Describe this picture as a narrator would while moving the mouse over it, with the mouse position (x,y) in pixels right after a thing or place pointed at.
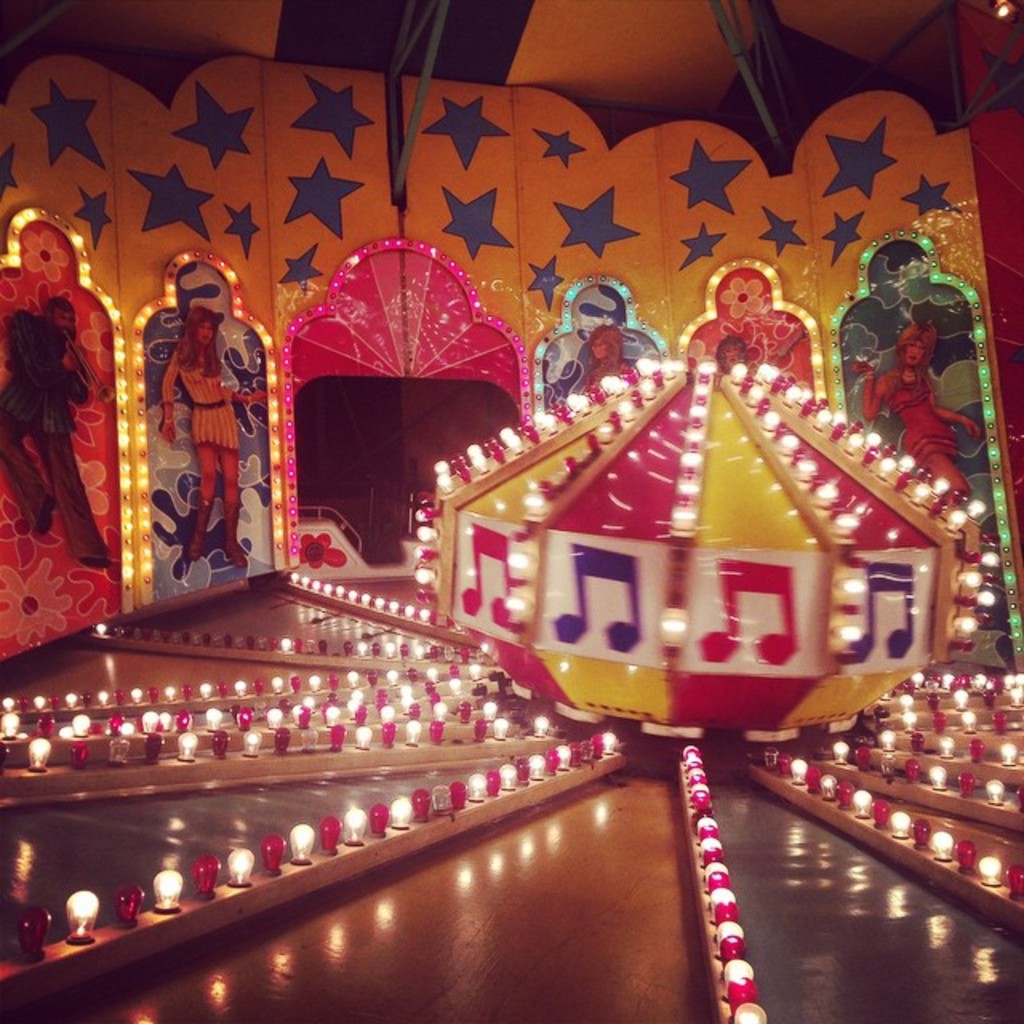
In this image there are lights (503,764), behind the lights (551,764) there is an object (667,514) decorated with lights (699,443), behind that the wall (178,246) is decorated with stars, lights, pictures (566,373) of few people (615,350) and there is an entrance (418,402), in that we can see the metal rod fence (352,529), at the top of the image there are metal rods (762,47) and lights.
